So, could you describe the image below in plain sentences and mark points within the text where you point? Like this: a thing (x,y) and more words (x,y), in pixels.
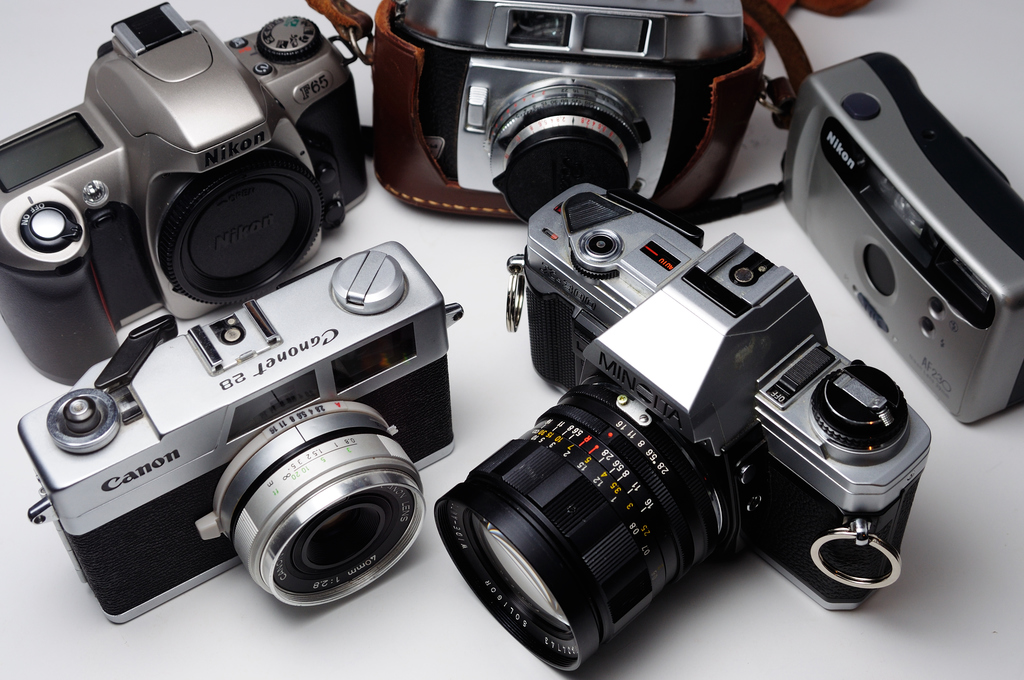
In this image I can see few cameras (275,426) which are silver, black and brown in color on the white colored surface (500,661).
